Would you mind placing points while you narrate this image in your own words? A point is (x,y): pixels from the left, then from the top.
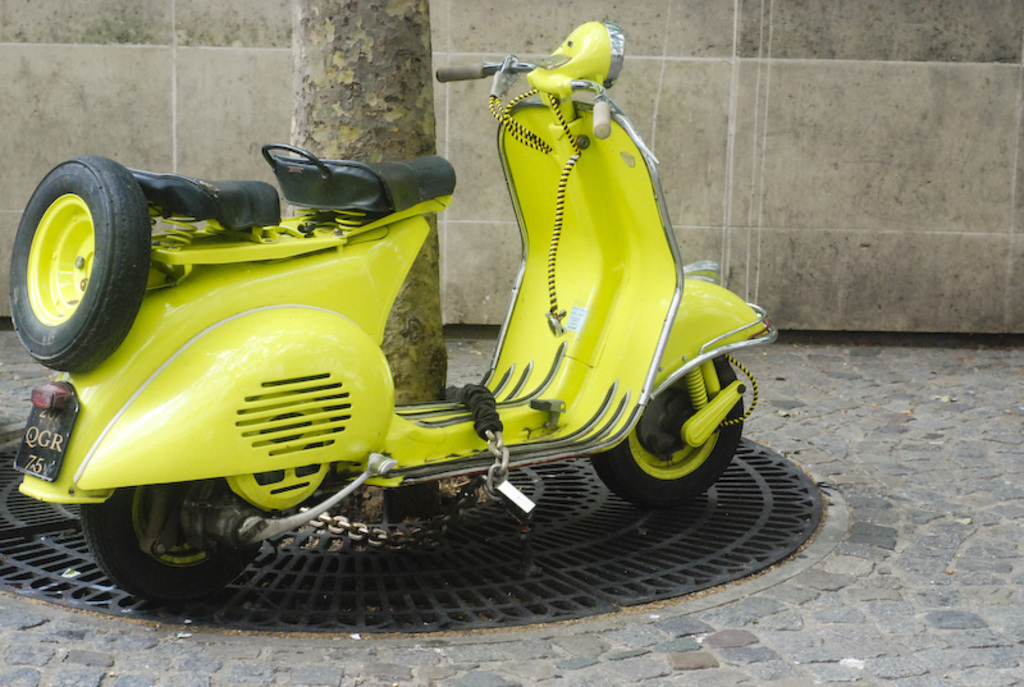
In this image, we can see a vehicle (395,447). We can see the ground (483,571) with a metal object (476,555). We can see the wall (717,229) and the trunk (393,309) of a tree (391,27).
